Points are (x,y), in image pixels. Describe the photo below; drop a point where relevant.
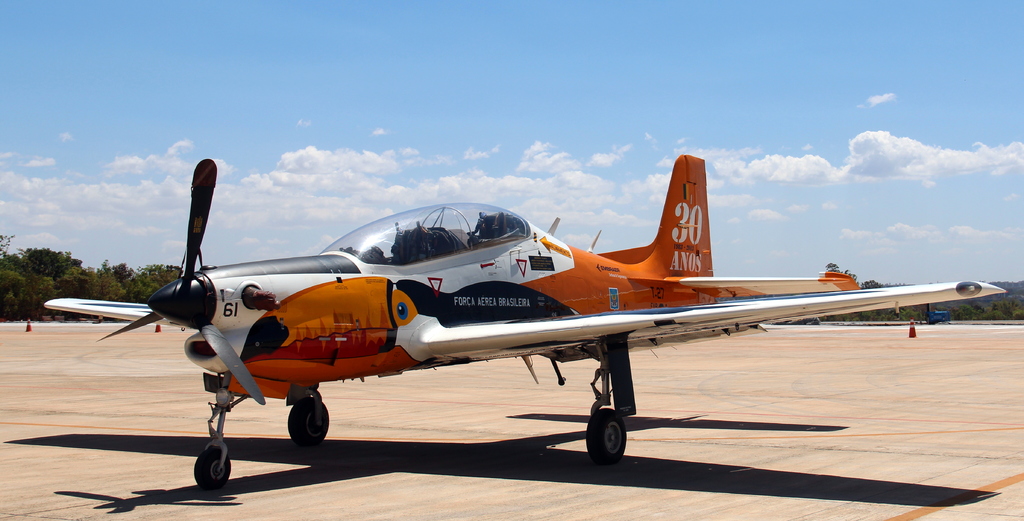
Front portion of the image we can see plane (456,270) and shadow (428,458) of the plane (289,278) on the ground (449,443). Background (277,165) portion of the image we can see a cloudy sky (282,152), trees (56,284) and traffic cones (155,328).
